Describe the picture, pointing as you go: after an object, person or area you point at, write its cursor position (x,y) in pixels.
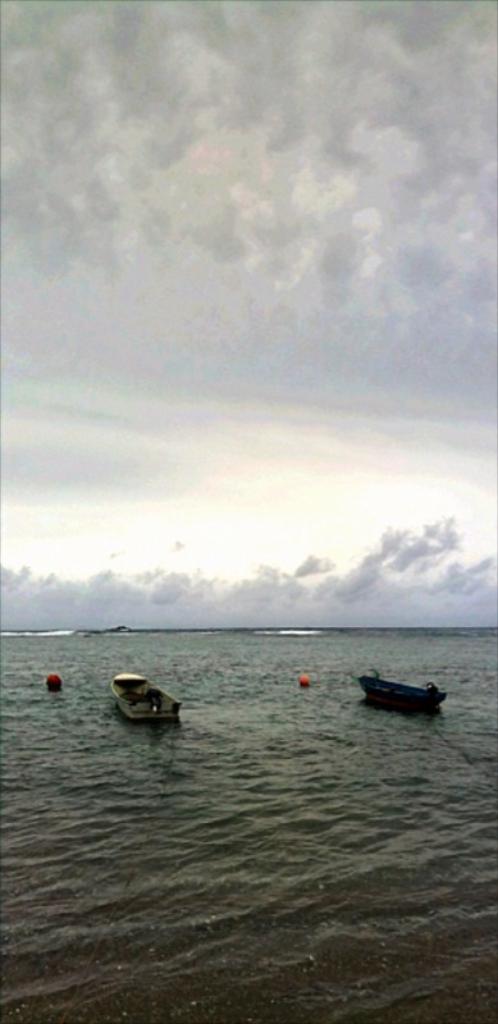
At the bottom of the image (367,704) we can see boats (132,712) on the sea (215,699). In the background (224,514) there is sky (183,317).
